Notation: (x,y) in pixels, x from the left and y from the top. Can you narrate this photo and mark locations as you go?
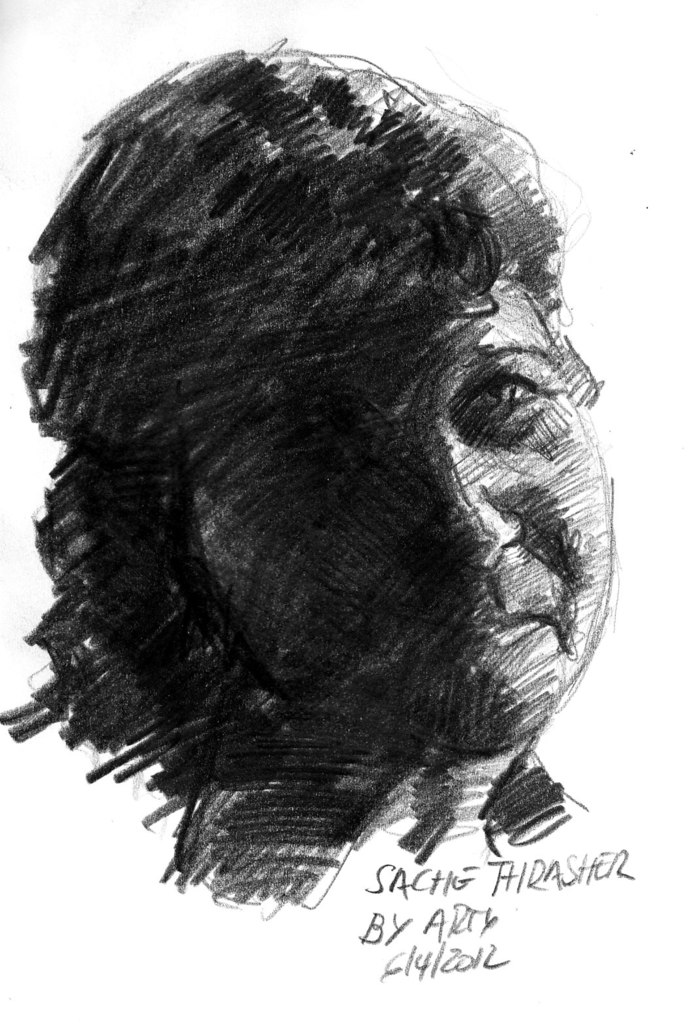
In this picture we can see a sketch (334,801) of a person (343,732) here, there is handwritten text (452,961) here.
